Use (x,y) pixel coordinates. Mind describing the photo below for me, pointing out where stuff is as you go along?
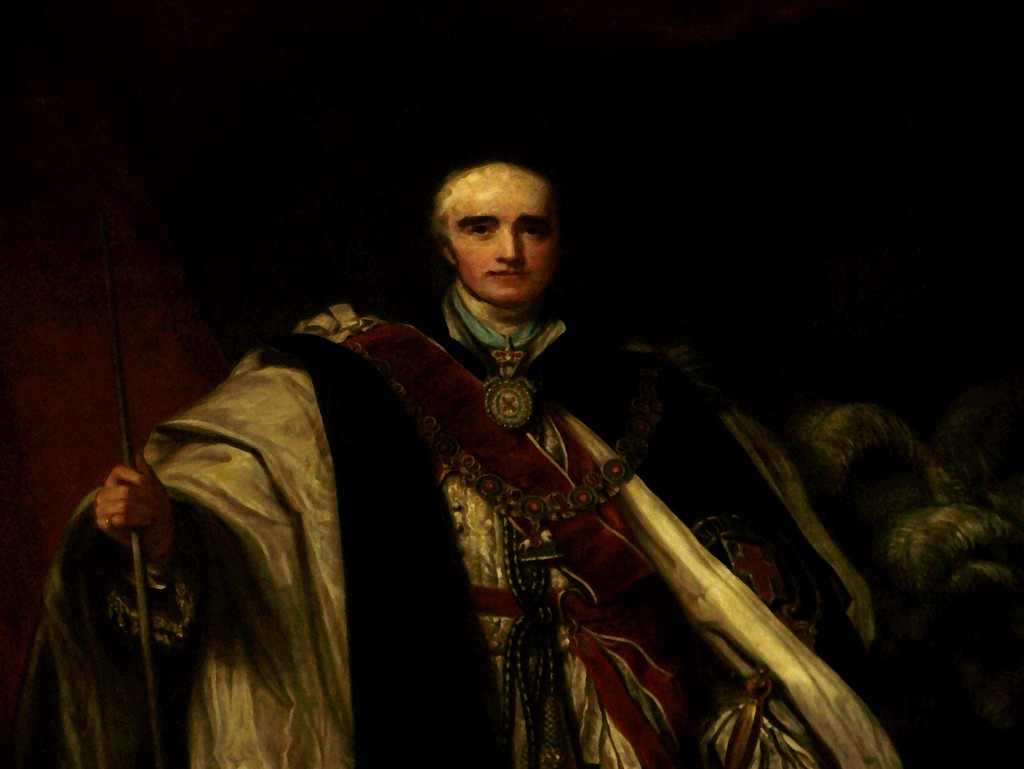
This is a painting and here we can see a person (623,437) wearing costume (471,567) and holding a stick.
